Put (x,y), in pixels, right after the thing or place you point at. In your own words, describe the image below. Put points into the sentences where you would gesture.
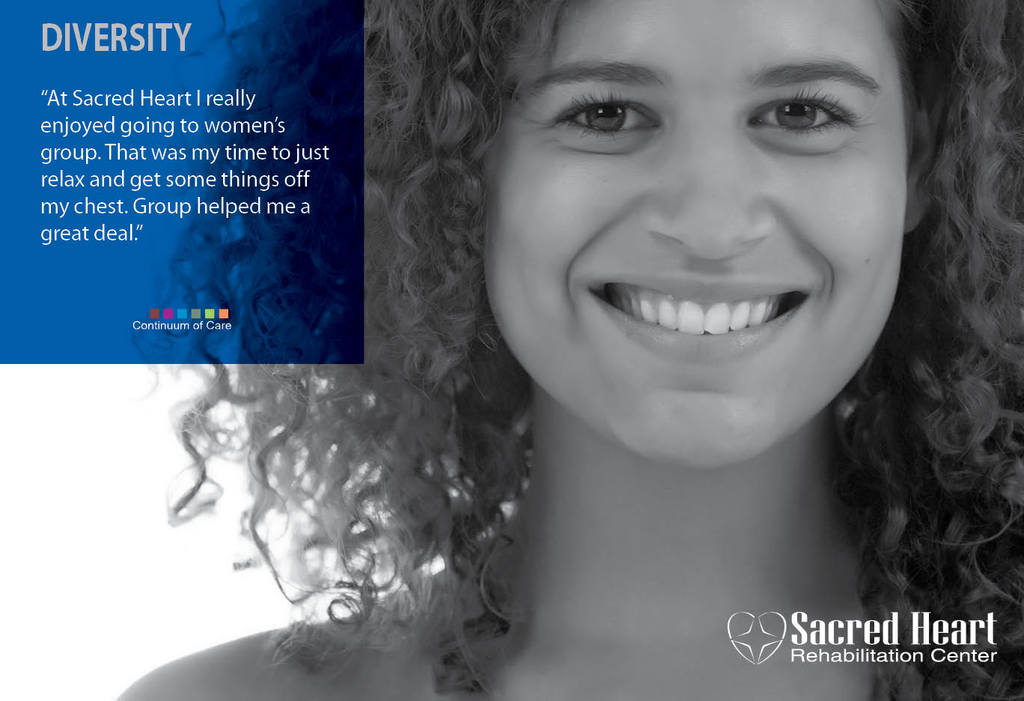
In this image there is a poster (407,291) with a woman (730,200) having a smile (774,327) on her face (554,382) and some text (292,208) written on it.
